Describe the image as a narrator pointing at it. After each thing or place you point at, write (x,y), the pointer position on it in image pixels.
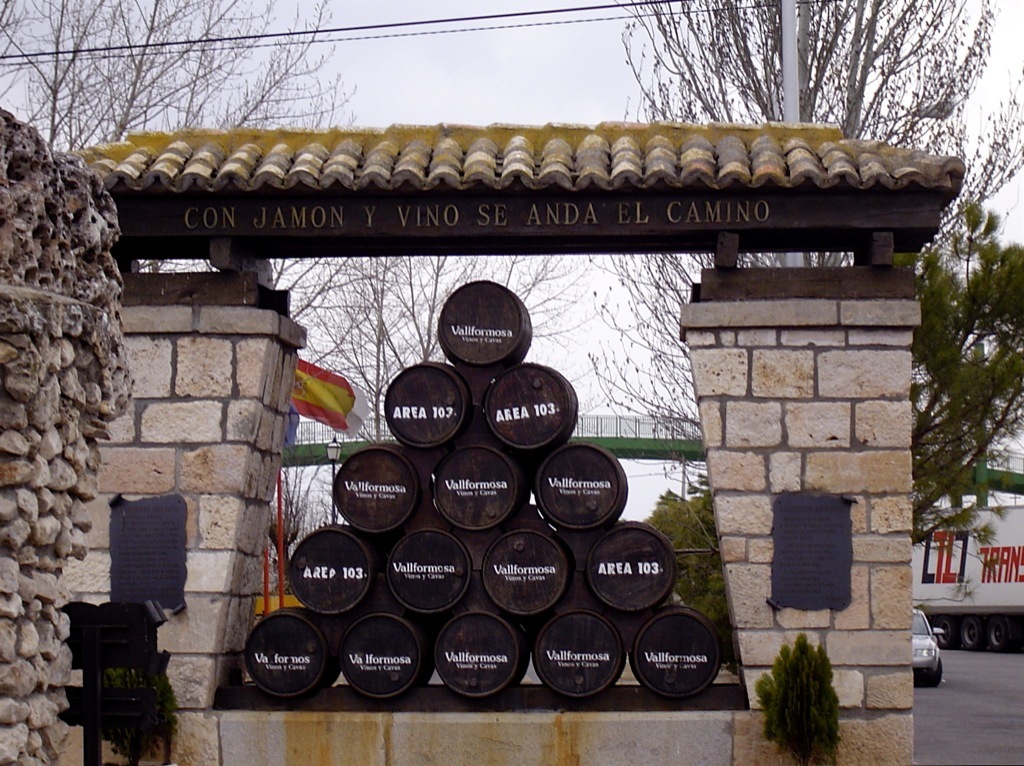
In the center of the image (419,370) there are barrels (418,671) arranged in a pyramid shape. To the left side of the image (108,549) there is wall (35,608). To the right side of the image (998,643) there is a lorry (953,642) on the road (958,692). In the background of the image (978,460) there are trees (167,69). There is a pole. There is a bridge (651,444).
